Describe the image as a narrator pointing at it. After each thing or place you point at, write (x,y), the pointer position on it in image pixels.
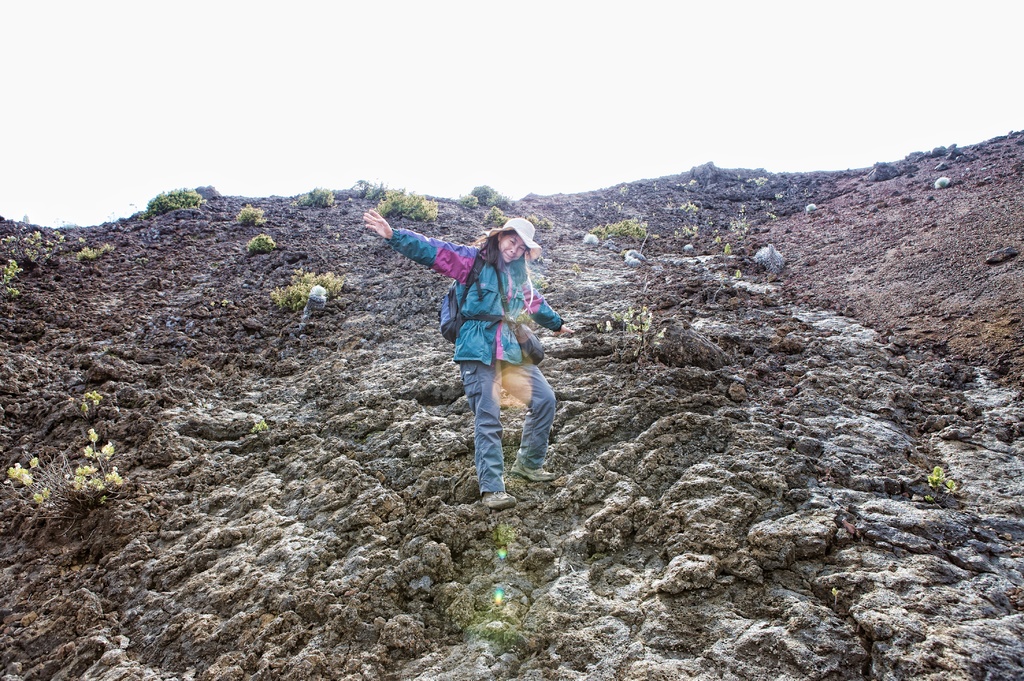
In the center of the image (543,352) we can see a woman (484,306) wearing a hat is standing on the ground (513,559). In the background (427,202), we can see some plants (325,283). At the top of the image (469,30) we can see the sky (297,127).
